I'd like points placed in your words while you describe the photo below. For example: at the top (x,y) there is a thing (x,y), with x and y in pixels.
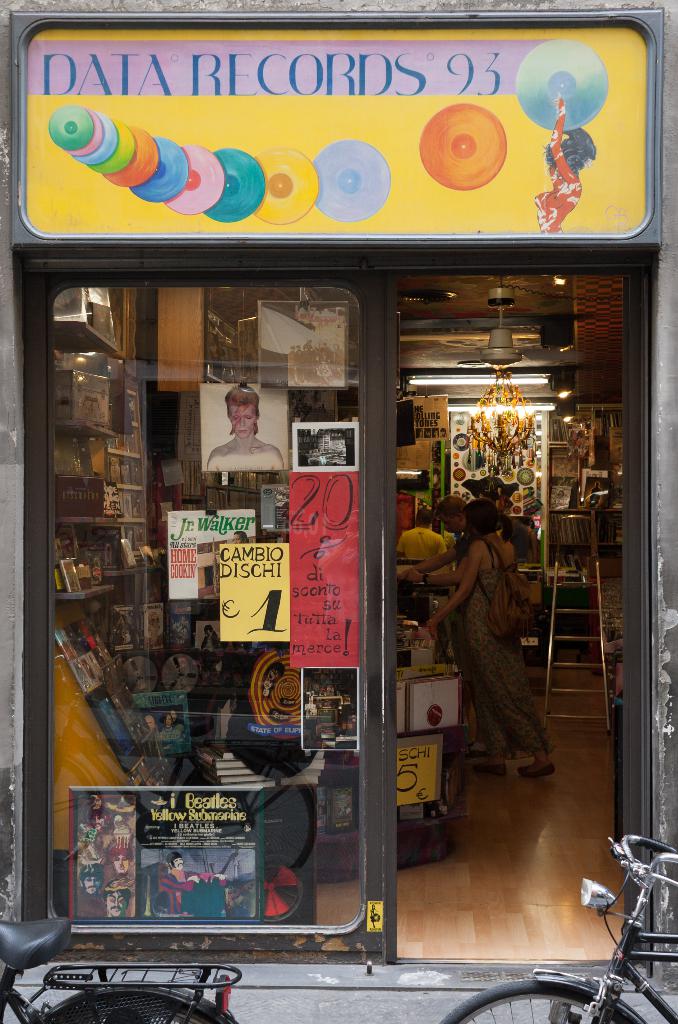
In this image we can see a store (450,357), few people (500,722) standing inside the store (517,775), there is a ladder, a fan (494,336) to the ceiling (481,277) and few objects (159,611) in the store (169,479) and few posters (213,575) to the glass (186,430) and bicycles (628,940) in front of the store (590,961).
